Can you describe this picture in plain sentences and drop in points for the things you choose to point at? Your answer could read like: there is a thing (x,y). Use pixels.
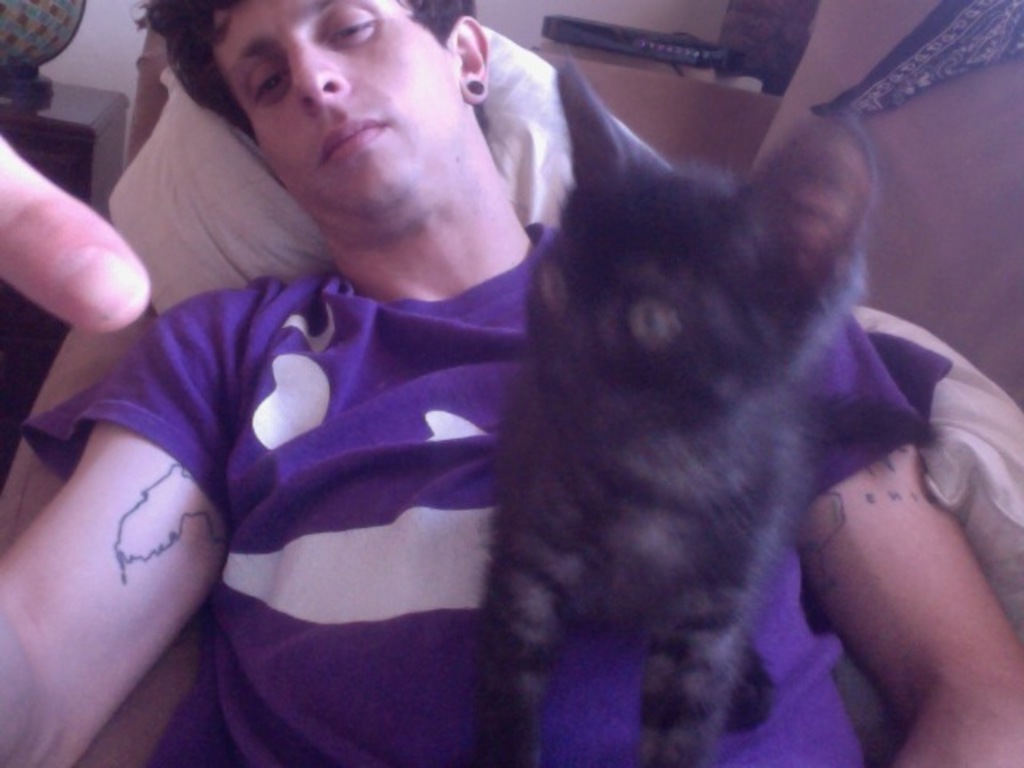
In this image in the center (407,403) there is one person (392,170) who is lying, and on the person (492,284) there is one cat (533,297). And in the background (93,189) there is a table (84,134), cloth (994,34), pillows (200,202), bed (954,83) and some other objects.
